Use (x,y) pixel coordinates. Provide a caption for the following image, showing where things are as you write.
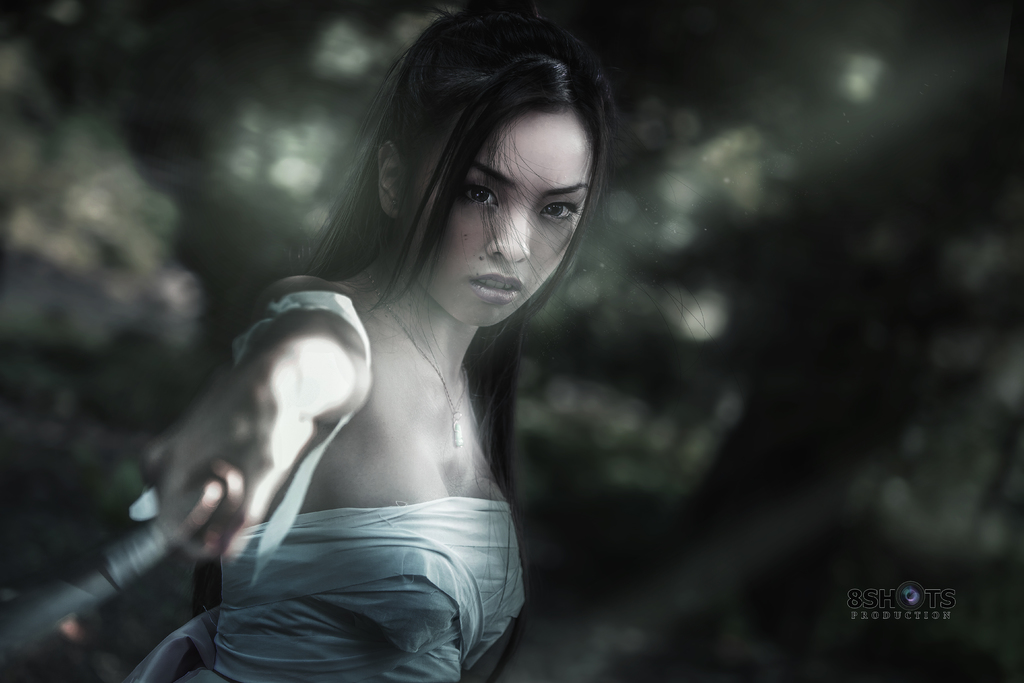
In the center of the image (402,296), we can see a lady (434,404) holding an object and the background (670,223) is blurry and at the bottom (874,595), we can see some text (874,595).
